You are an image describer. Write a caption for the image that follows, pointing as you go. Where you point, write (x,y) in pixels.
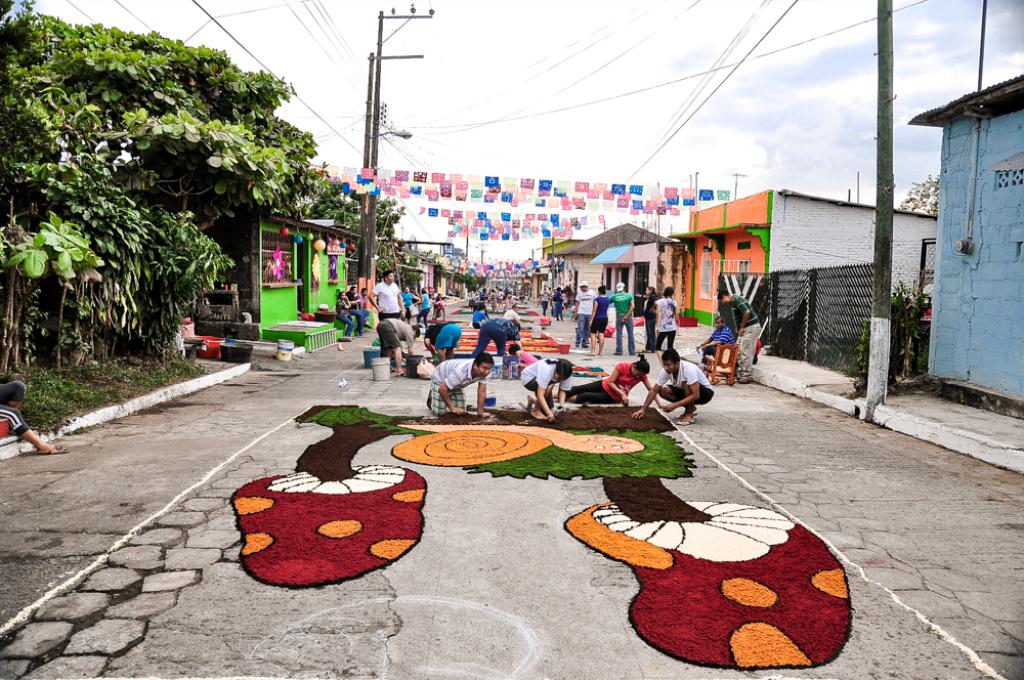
This is the road (489,610), on this these persons (666,382) are making the paintings (608,496) on it. On the left side (118,153) there are trees (158,78), there are houses (653,278) on either side of this road (566,501).
